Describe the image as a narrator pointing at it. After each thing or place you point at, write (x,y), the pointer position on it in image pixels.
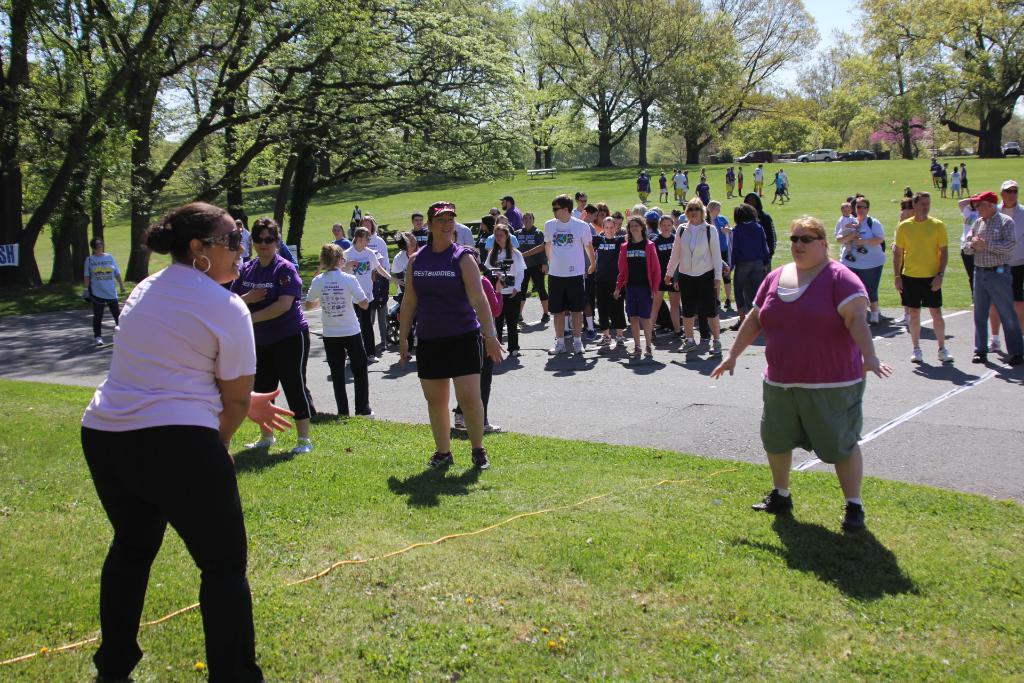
This image is taken outdoors. At the bottom of the image (472,560) there is a road (957,444) and a ground (458,568) with grass (409,607) on it. In the background (557,123) there are many trees (733,144) and a few cars (797,153) are parked on the ground (789,172). In the middle of the image (439,246) there are many people (366,294) standing on the road (905,408) and a few (946,164) are walking on the ground (599,175).
